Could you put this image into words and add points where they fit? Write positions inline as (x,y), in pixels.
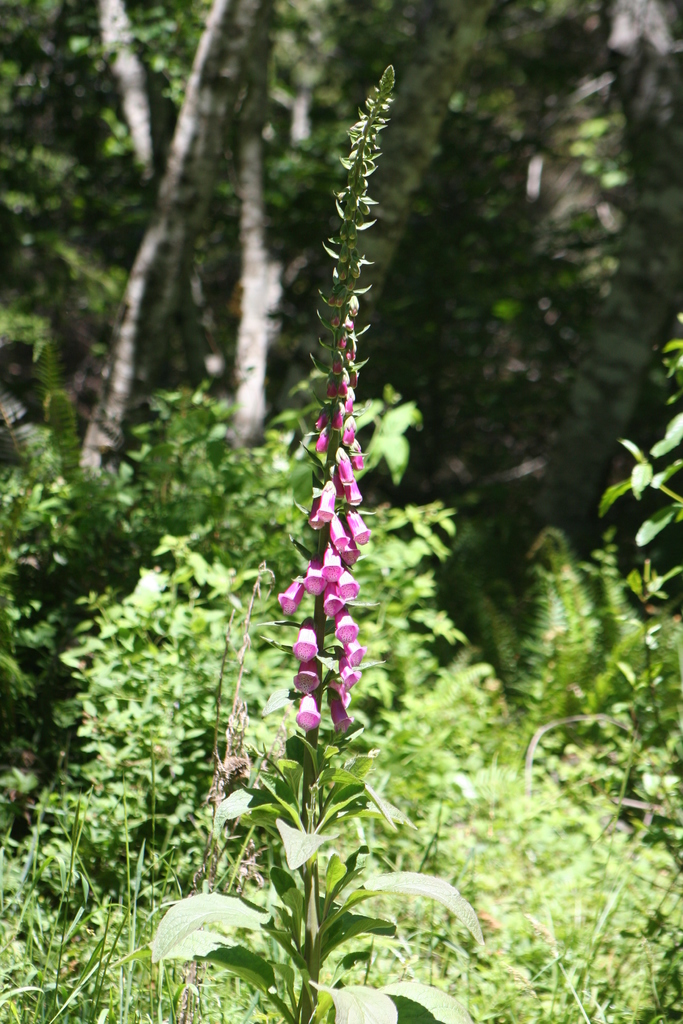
In this image there are plants (358,572), there are pink flowers (332,537), there are trees (126,76).
